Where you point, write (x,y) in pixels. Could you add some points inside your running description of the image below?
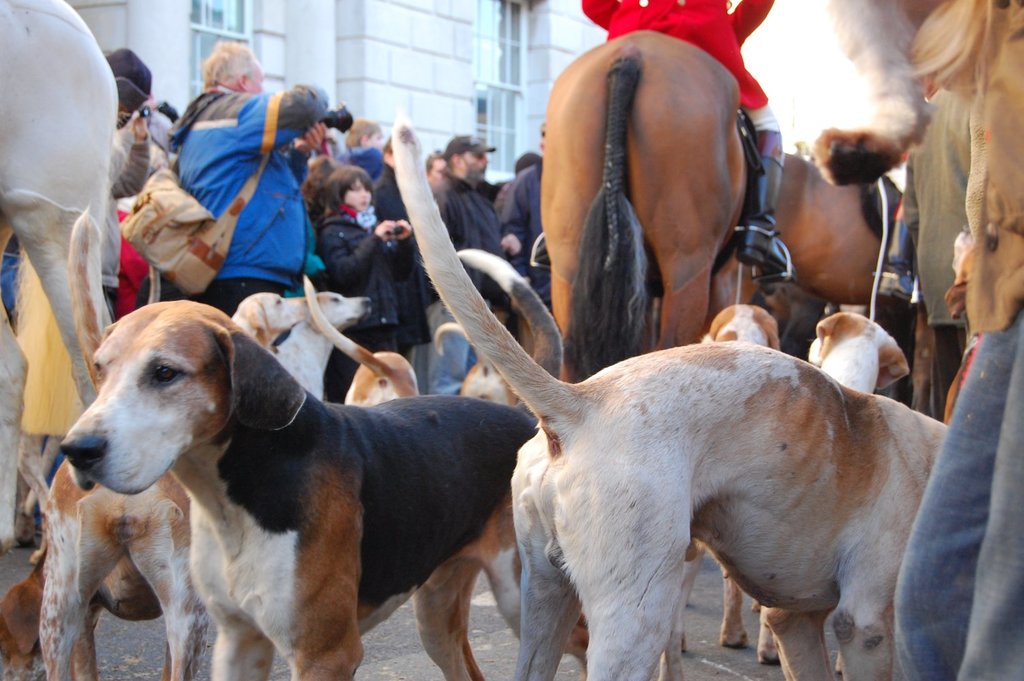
In this picture there are few dogs (322,506), horses (693,188) and people (375,248) standing and there is a building (347,86) in the background (358,85).
